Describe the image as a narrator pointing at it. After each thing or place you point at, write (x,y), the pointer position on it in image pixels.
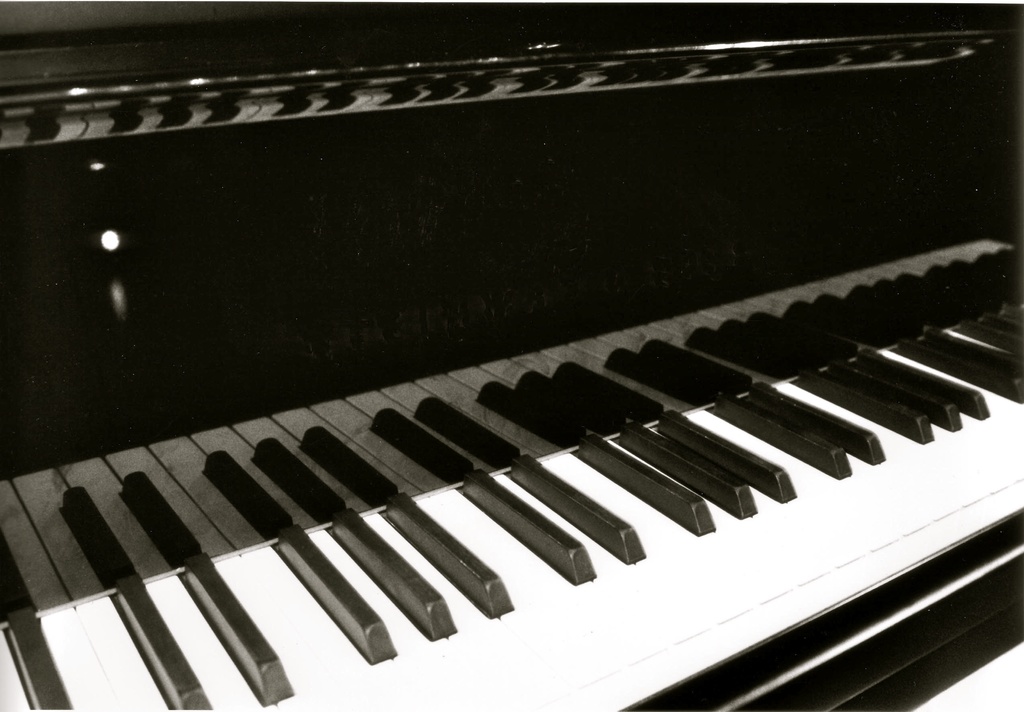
This is a picture of a piano (785,680), the piano (453,646) has the black and white keys (501,611) to play the music. This is a piano box (246,190) which is in black color.
